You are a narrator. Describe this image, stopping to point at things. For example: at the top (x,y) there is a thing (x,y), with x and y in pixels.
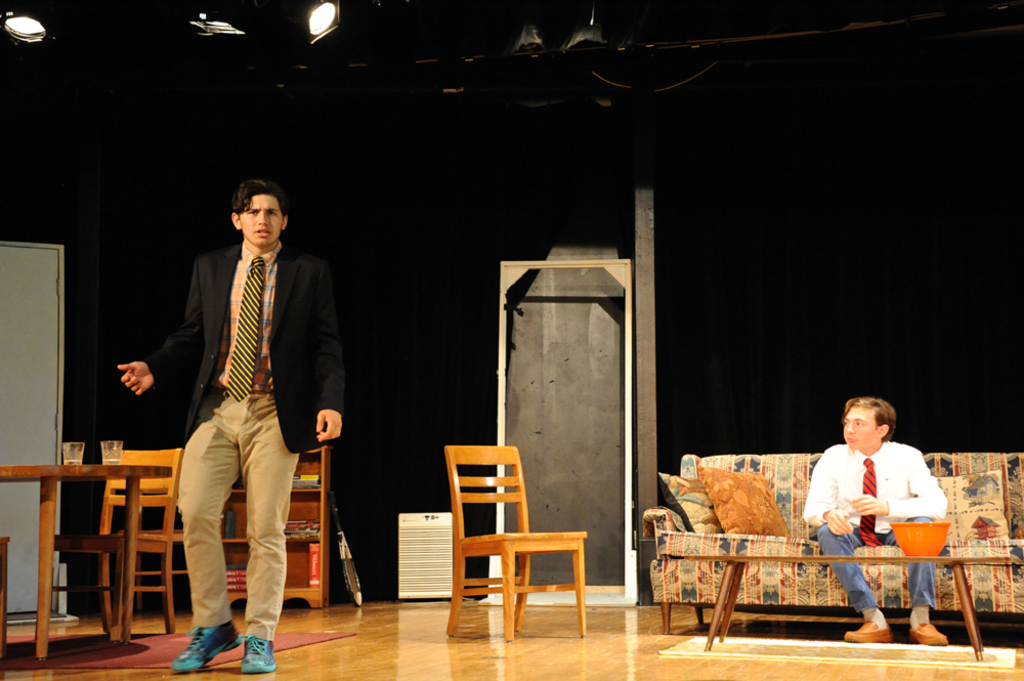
This image is taken indoors. In the background (485,218) there is a wall (650,284) with a door (553,348). At the top of the image (232,26) there are a few lights (583,30). At the bottom of the image (517,667) there is a floor (459,654). On the right side of the image (866,527) a man (855,466) is sitting on the couch (688,540) and there are a few pillows (747,503) on the couch (967,544). There is a table (860,563) with a few things (894,529) on it. On the left side of the image (77,455) there is another table (49,513) with two glasses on it. There is another door (62,323) and there is a cupboard (306,563) with a few books (314,581). There is an empty chair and a man (207,399) is standing on the floor (410,651). In the middle of the image (474,454) there is an empty chair (469,592).
